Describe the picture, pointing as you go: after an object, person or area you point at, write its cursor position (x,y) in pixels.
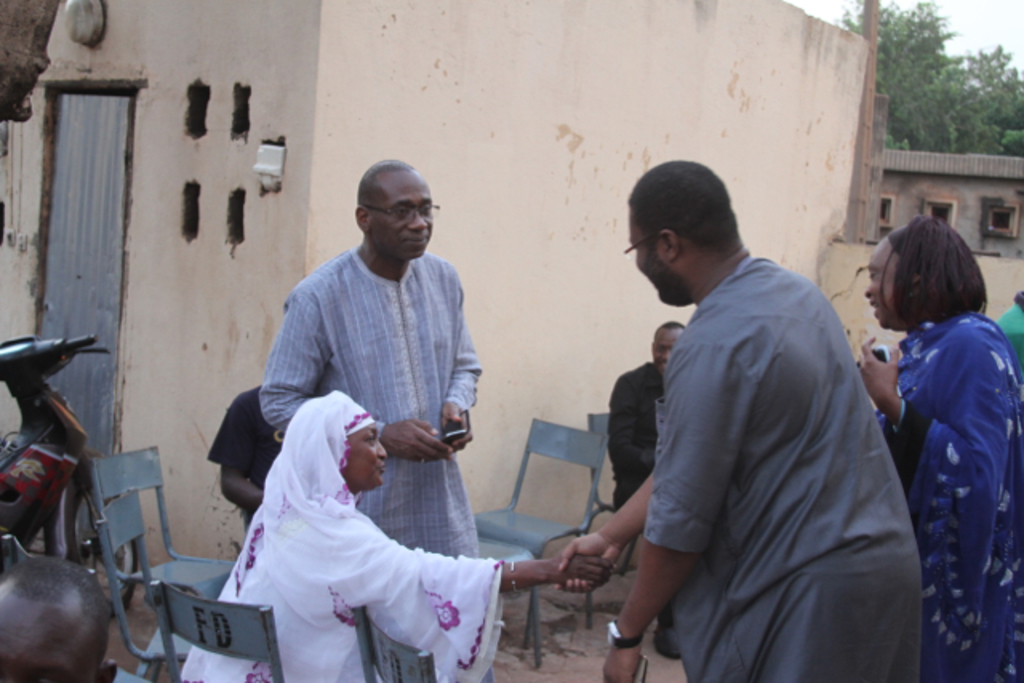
In this image I see few people (676,616) in which these 3 of them are sitting on chairs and I see few empty chairs (534,524) over here and I see that these both are holding hands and this woman (907,395) is holding a mobile phone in her hand (892,395). In the background (262,338) I see a house (28,207) over here and I see a vehicle (6,368) and I see another house (885,212) over here and I see the wall (836,243), trees (901,111) and the sky (961,38).
